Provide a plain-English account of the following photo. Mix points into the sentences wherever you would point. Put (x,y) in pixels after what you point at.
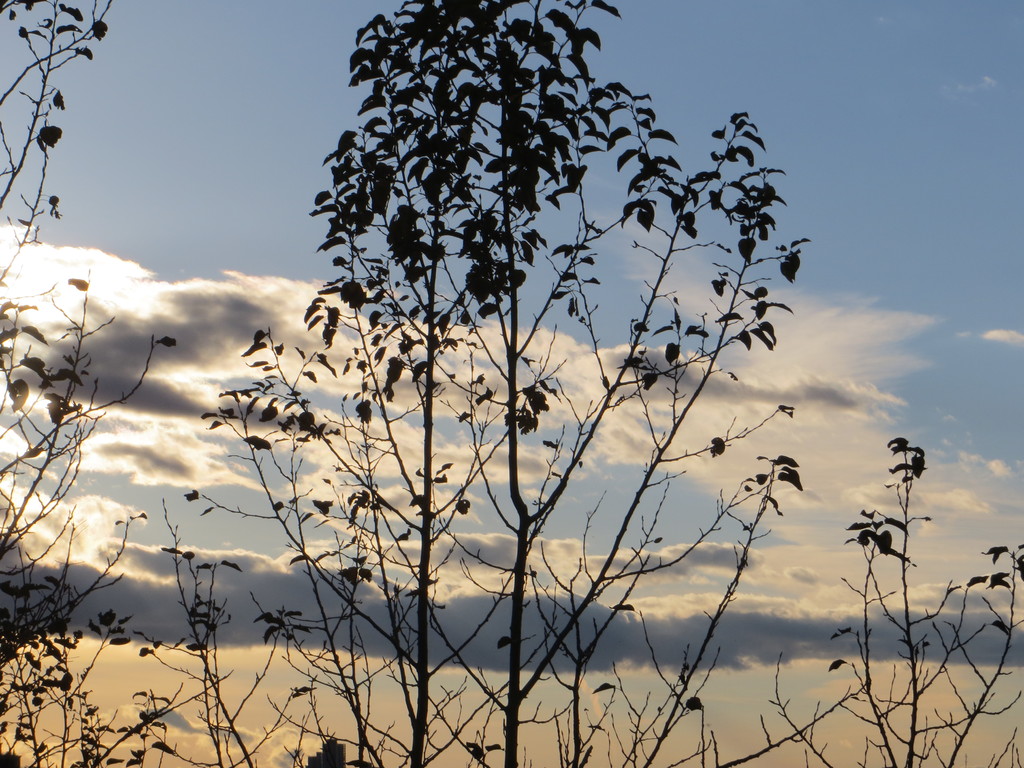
This image consists of trees (122,761). In the background (930,241), there are clouds (654,406) in the sky (655,677).
